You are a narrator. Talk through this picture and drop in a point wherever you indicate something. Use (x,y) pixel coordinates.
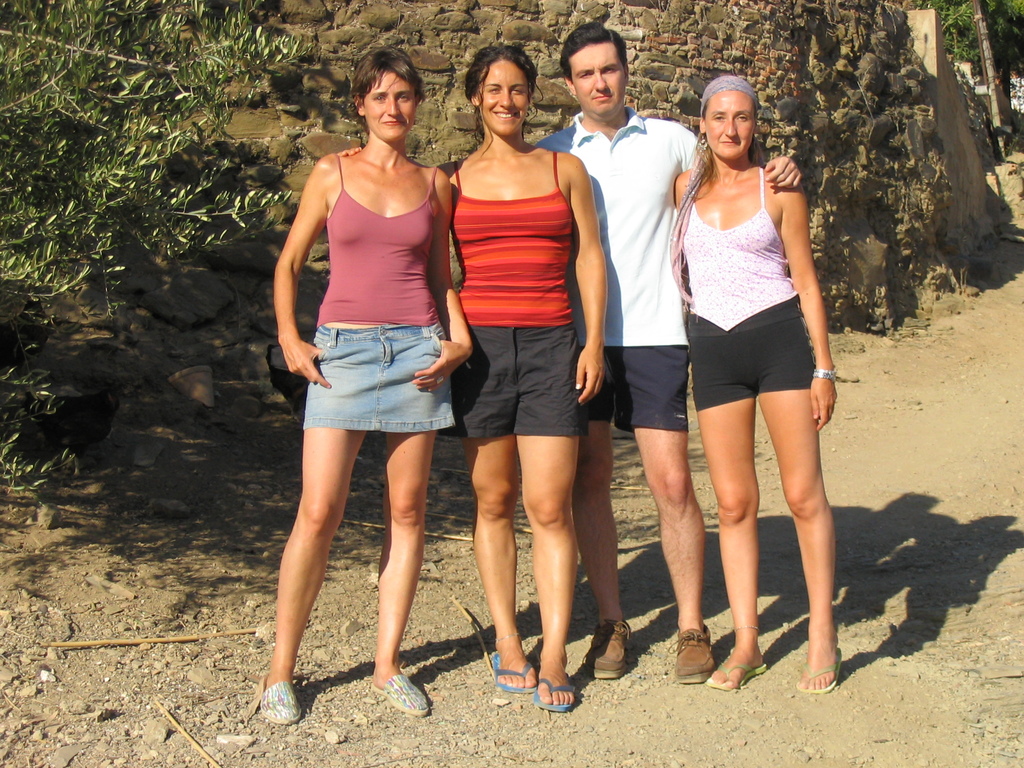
In the picture there are three women (566,486) and a man (620,382) standing on the ground (955,726), behind them there is a wall (272,182), there are trees (185,250).
